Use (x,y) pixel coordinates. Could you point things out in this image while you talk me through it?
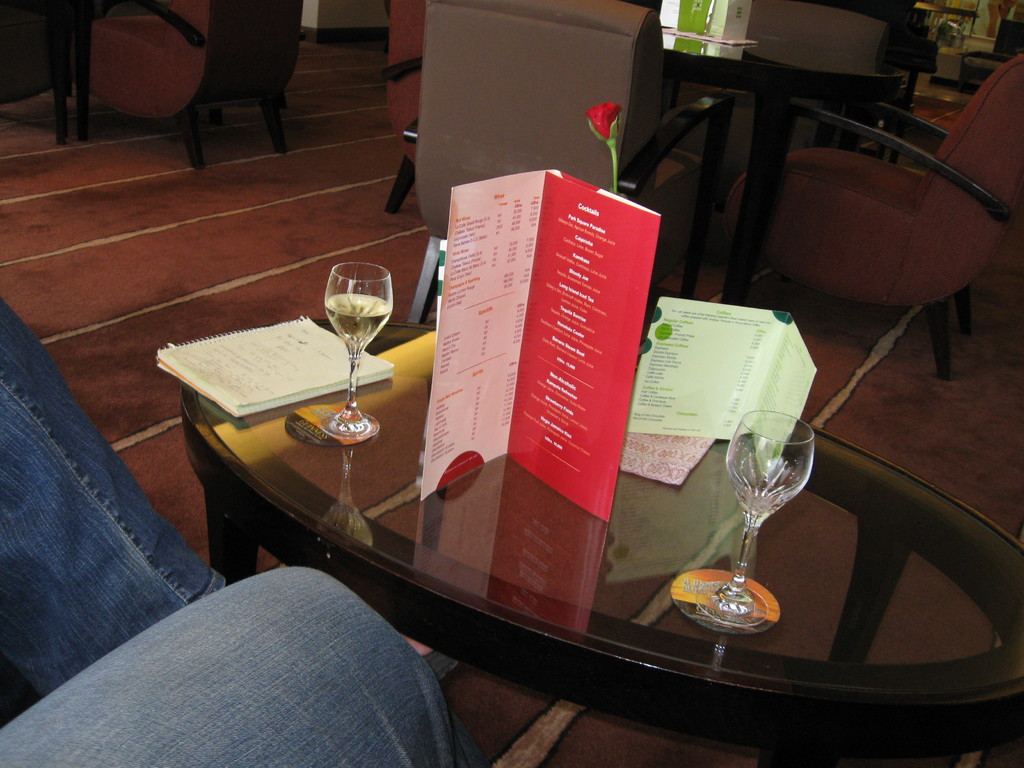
It's a wine glass (339,277) on the table (517,529) and a paper card (540,306) on it.
